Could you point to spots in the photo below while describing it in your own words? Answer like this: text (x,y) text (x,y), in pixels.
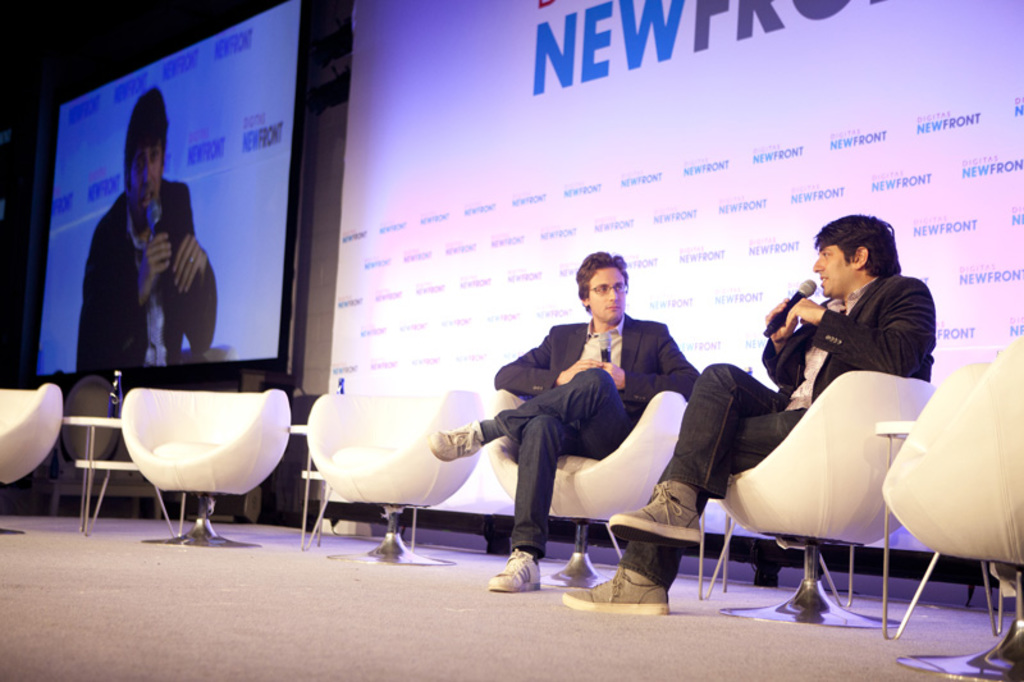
As we can see in the image there is a screen (179,156), banner (527,93), two people (858,314) sitting on chairs (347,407) and these two people (802,314) are holding mics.
